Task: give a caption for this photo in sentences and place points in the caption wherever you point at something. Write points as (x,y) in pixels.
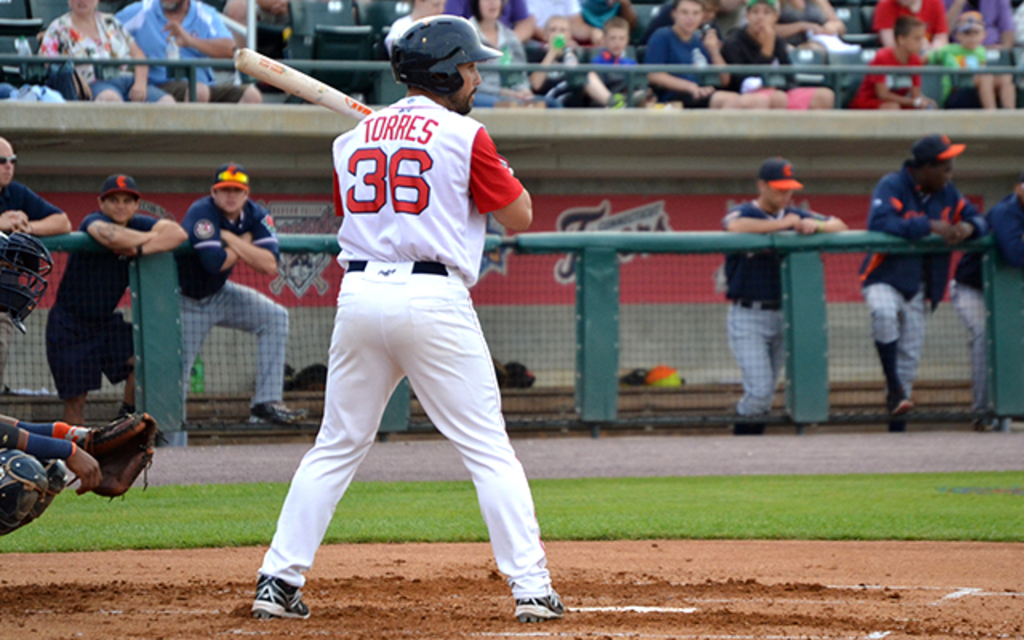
In this picture there is a man (379,178) who is wearing thirty six number jersey (425,126), trouser (384,330) and shoe (519,605). He is holding a bat (323,92). At the backside of him we can see the catcher (27,436) who is wearing helmet (10,296), gloves (136,449) and trouser (14,481). On the right (1013,218) there are three persons (1016,230) were standing near to the fencing (961,353). On the left (127,237) we can see another three persons (98,274) were standing near to the bench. On the bench (304,393) we can see the bags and helmets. At the top (922,41) we can see the audience (804,3) were watching the game and sitting on the chair (346,49).
